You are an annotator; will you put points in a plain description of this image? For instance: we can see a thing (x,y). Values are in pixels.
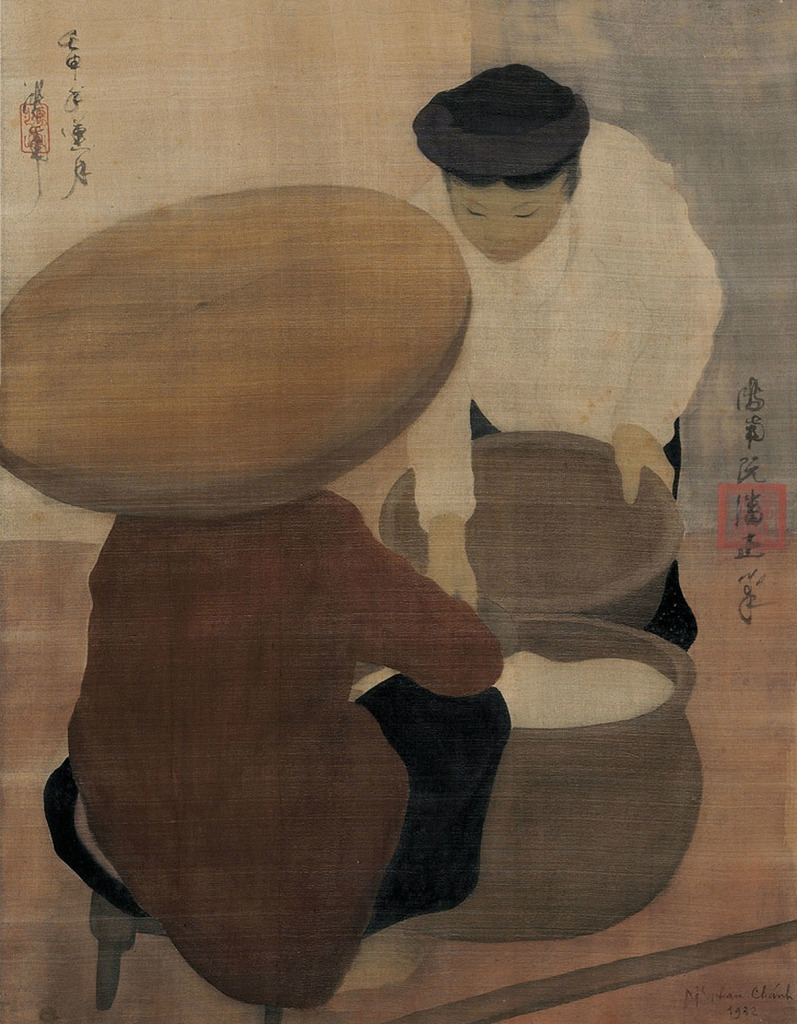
This picture contains the painting (266,582) of two women (344,608). The woman (369,714) in the brown top (334,679) is sitting on the stool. In front of her, we see a bowl (567,754) containing white color thing (565,691). Beside that, the woman (556,334) in the white shirt (559,291) is holding a bowl (563,563) in her hand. In the background (99,138), it is in beige and grey color.
